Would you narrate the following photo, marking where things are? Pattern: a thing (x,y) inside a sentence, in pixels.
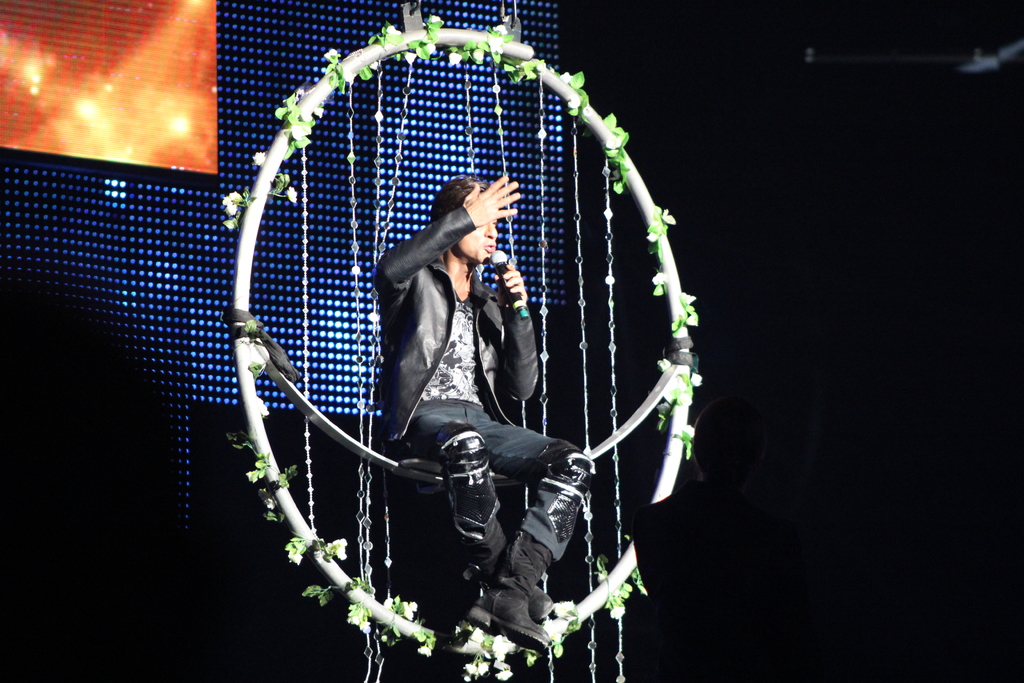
This is the man (527,571) holding a mike (495,265) and sitting. This looks like a cyr wheel (472,649), which is decorated with flowers (288,115) and beads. I think, he is doing the performance. In the background (172,270), That looks like a screen (163,113).
